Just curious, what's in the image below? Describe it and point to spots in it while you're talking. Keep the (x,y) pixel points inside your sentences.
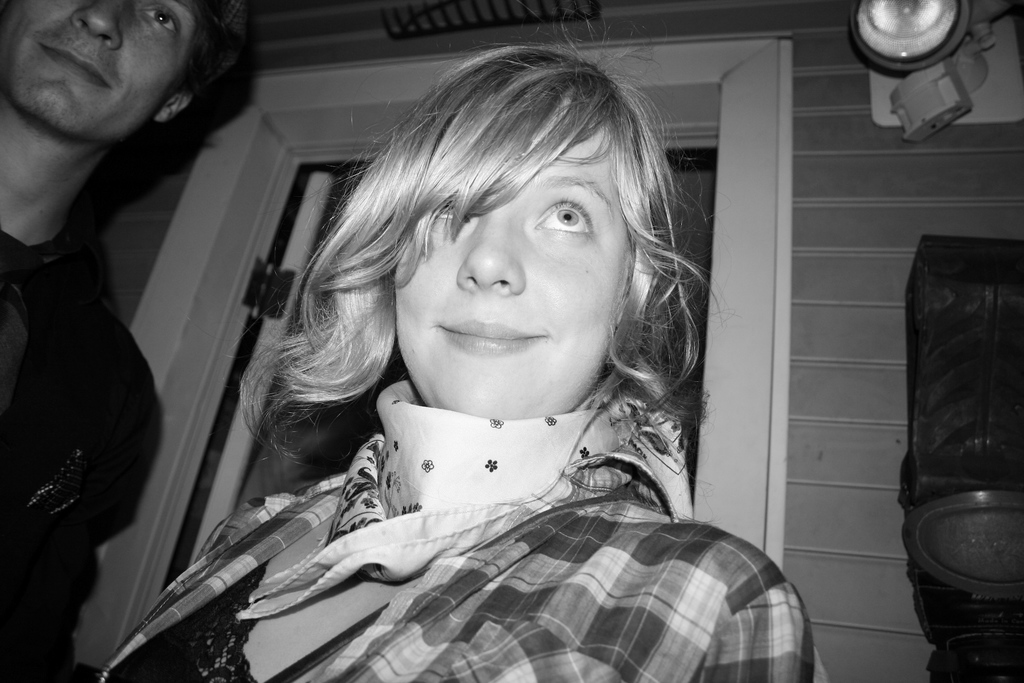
This is a black and white image where we can see a man (150,46) and a woman (510,535). In the background (720,237), we can see the door (295,225) and the wall (832,251). There is an object (931,458) on the right side of the image (1010,365). We can see a light (912,44) in the right top of the image (944,71).
